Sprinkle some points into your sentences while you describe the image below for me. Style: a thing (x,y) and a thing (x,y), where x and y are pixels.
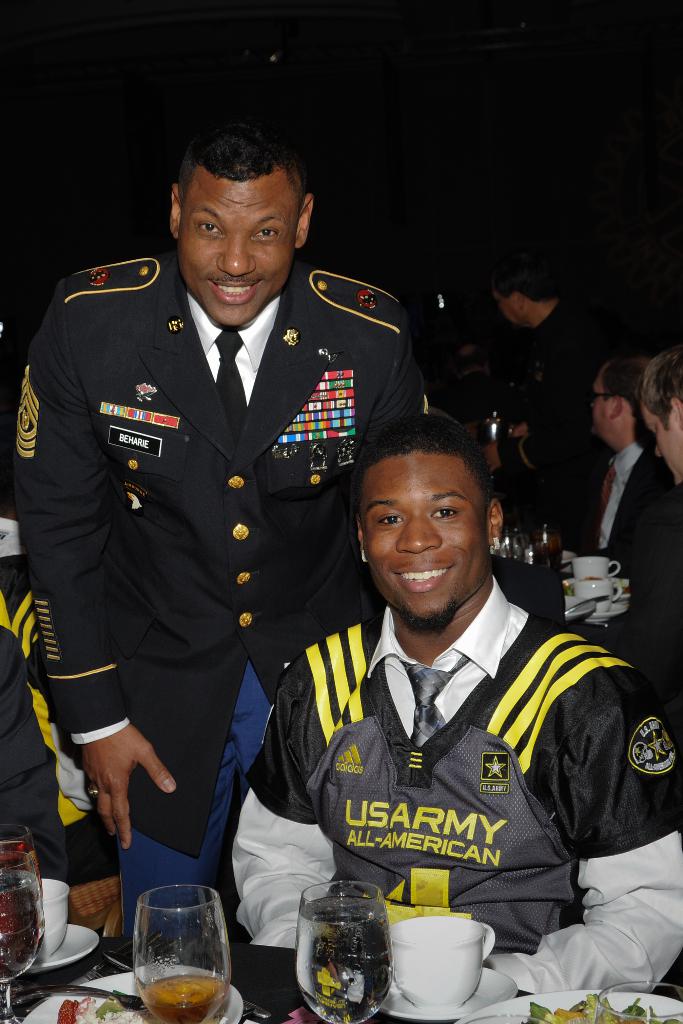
In this image I can see two persons (295,624), the person (544,888) in front (444,802) sitting and wearing white and gray color dress (526,844), and the person (285,506) at back (209,451) wearing black blazer (194,480), white shirt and black tie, in front (600,1014) I can see few glasses (602,1004), plates (517,1014). Background (602,514) I can see few other persons (555,454).
